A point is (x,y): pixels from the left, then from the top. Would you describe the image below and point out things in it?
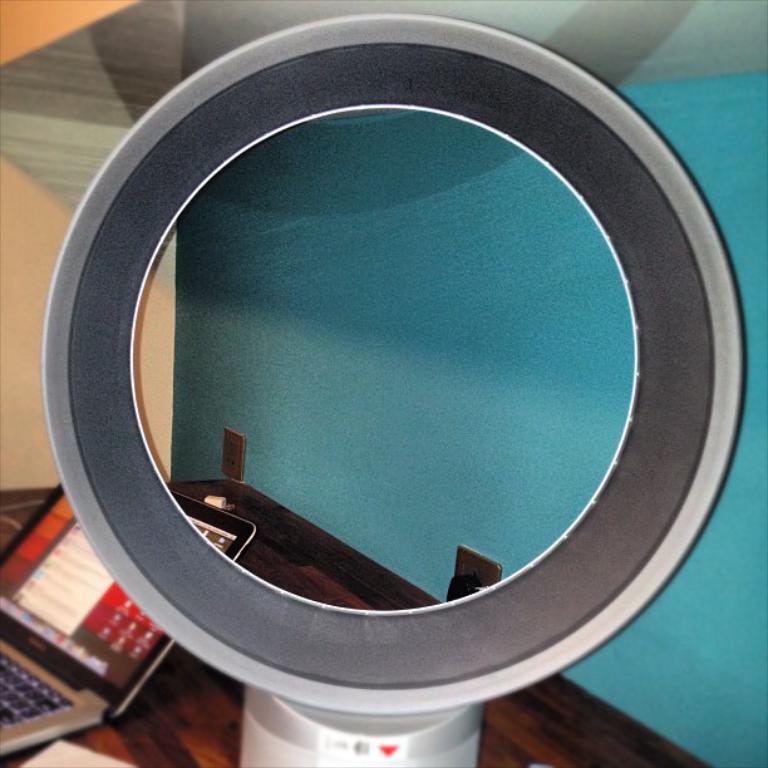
In this image we can see a wooden table (176,729) where a laptop (101,690) is kept on it and this is looking like a metal piece (585,172) of circle shape.
